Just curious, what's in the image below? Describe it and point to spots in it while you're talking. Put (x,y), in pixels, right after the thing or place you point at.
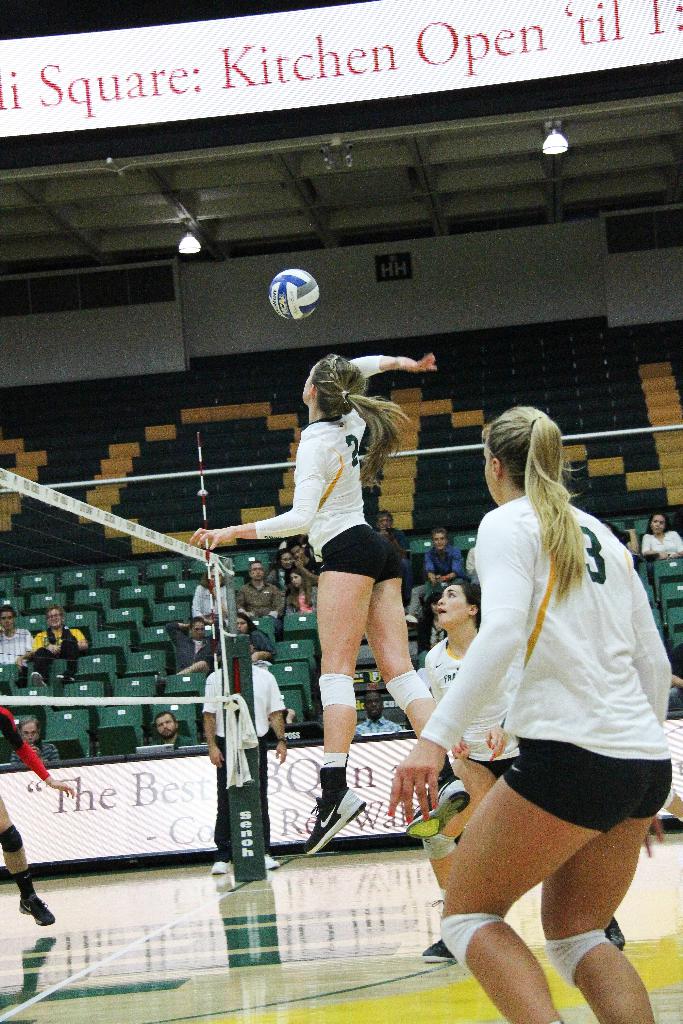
In this picture there are people (36,753), among them there is a woman (355,484) jumping and we can see ball (288,300) in the air (244,319), net (122,586) and hoarding (189,838). In the background of the image (659,537) there are people (654,549) sitting on chairs (267,624) and we can see stadium (292,463) and board (391,266).
